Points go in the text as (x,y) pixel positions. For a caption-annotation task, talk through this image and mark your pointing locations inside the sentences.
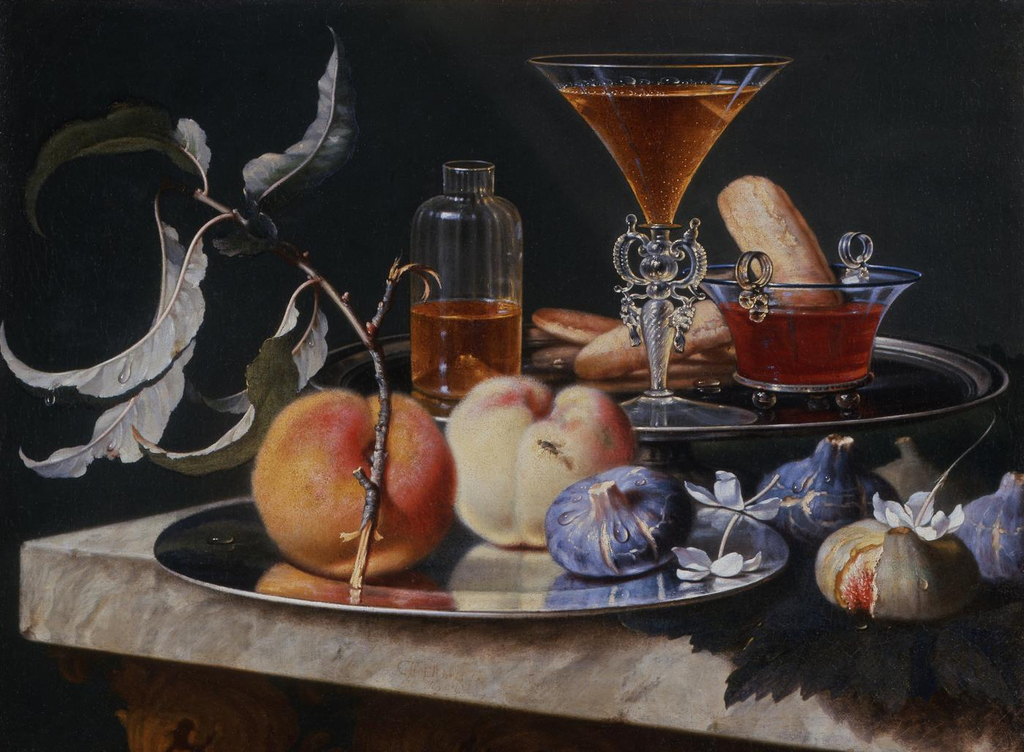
In this image i can see a table (132,619). on the table (152,718) i can see a plate (251,582). on the plate (266,582) there are food (577,452) kept and there is a leaf (323,176) with stem (321,281) kept and there is a drink (486,331) in the bottle (486,268) and there is a syrup (695,157) on the glass (680,169) and there is a flower (729,573) kept on the plate (716,528) and there is fruits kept on the plate (244,565).
